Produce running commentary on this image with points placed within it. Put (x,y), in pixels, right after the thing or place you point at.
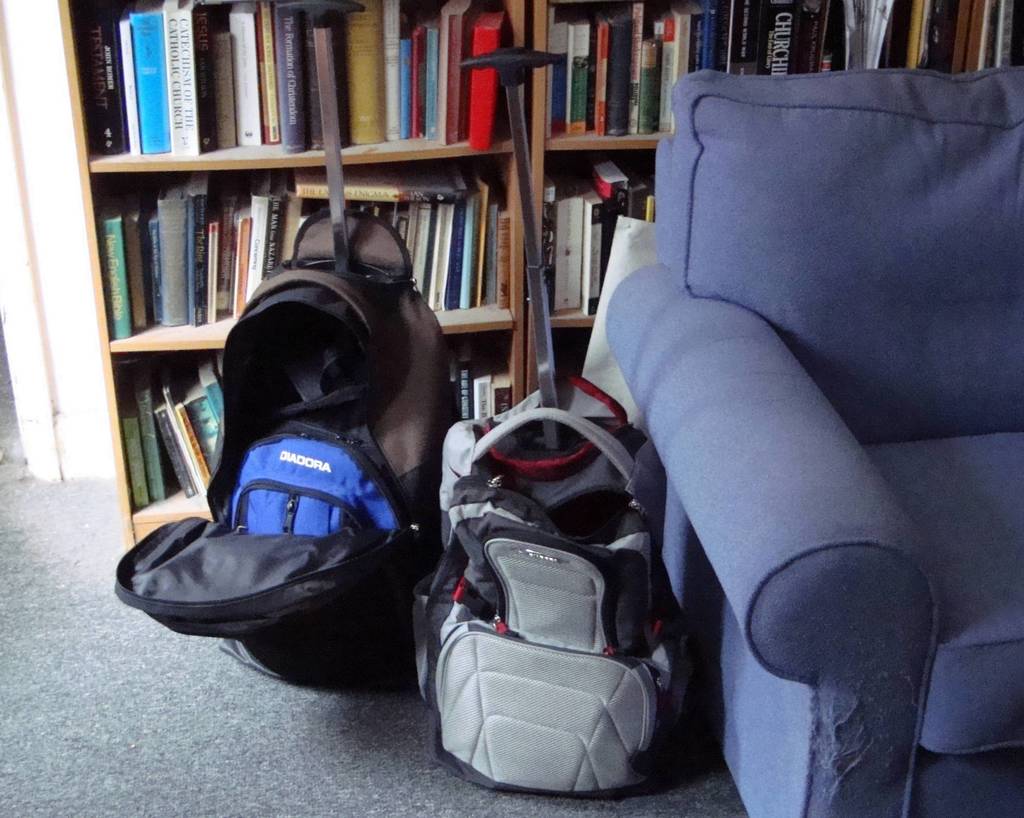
Two bags (375,514) beside a sofa (845,215), behind which there are large number of books (501,29) in shelves (523,26).
